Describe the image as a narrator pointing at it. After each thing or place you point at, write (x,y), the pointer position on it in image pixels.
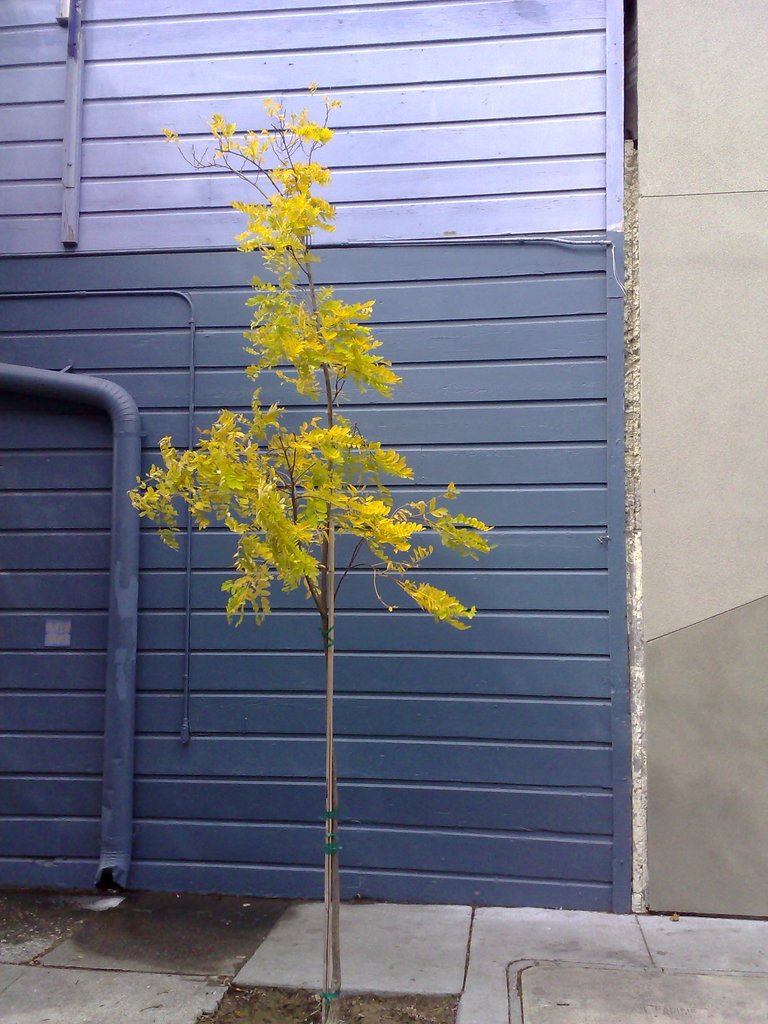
In this image we can see a plant (315,525). Behind blue color wall (518,138) and light brown color wall (702,445) is there.
